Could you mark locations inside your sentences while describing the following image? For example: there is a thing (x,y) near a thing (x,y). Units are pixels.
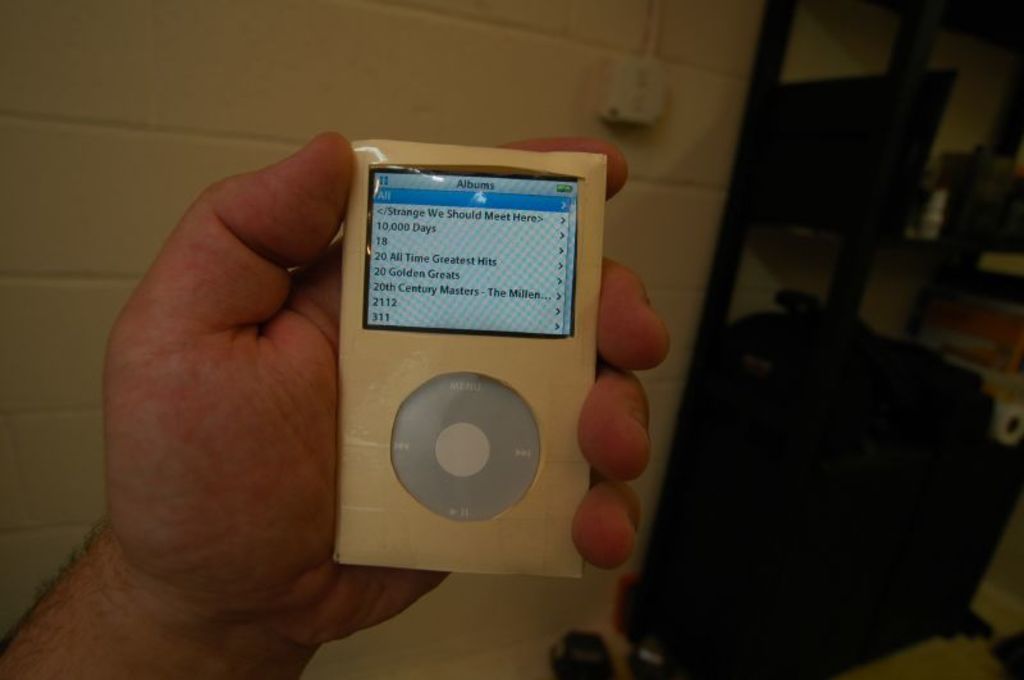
We can see a gadget (403,269) hold with hand (228,550). In the background (520,118) we can see switch board (615,110) on a wall (513,121) and we can see bag (799,357) and few things (934,231).
